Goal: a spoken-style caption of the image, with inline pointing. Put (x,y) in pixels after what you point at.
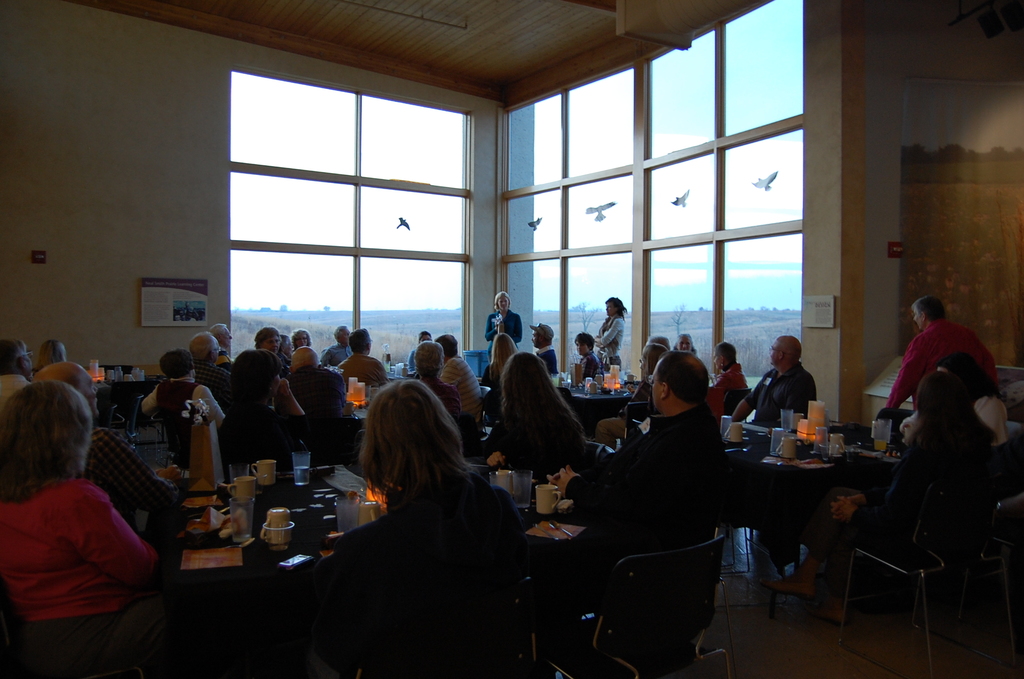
As we can see in the image there is a white color wall (100,260), poster (178,292), windows (306,273), outside the windows (435,283) there are birds (400,223) and trees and there are few people (309,342) sitting and standing here and there and there are chairs (388,647) and tables (297,540). On tables (302,544) there are cups (279,531), glasses (294,465), mobile phones (307,563) and tissues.
